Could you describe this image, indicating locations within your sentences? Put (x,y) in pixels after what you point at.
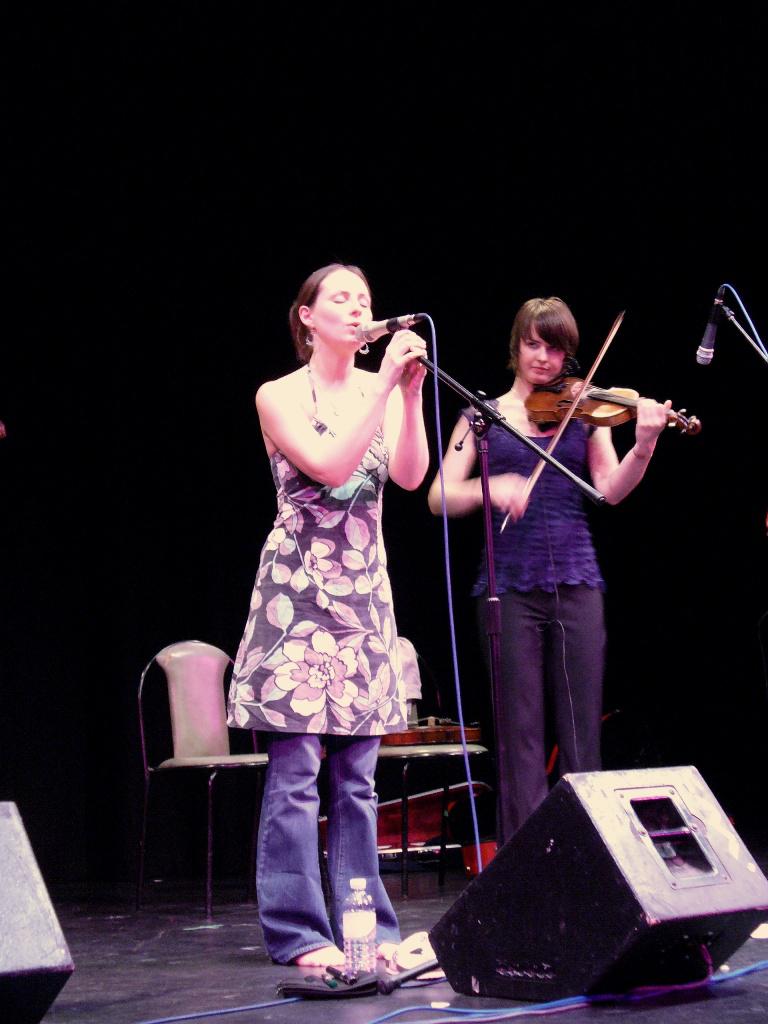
On the stage (281,978) there are two ladies (343,533). One lady (365,532) with the floral dress (319,602) she is holding the mic (378,332) and she is singing. The other lady (556,450) she is playing violin (576,406). In front of her there is a mic (704,341). On the stage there is a speaker (622,870). At the back of them there is a chair (240,754) and another chair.
